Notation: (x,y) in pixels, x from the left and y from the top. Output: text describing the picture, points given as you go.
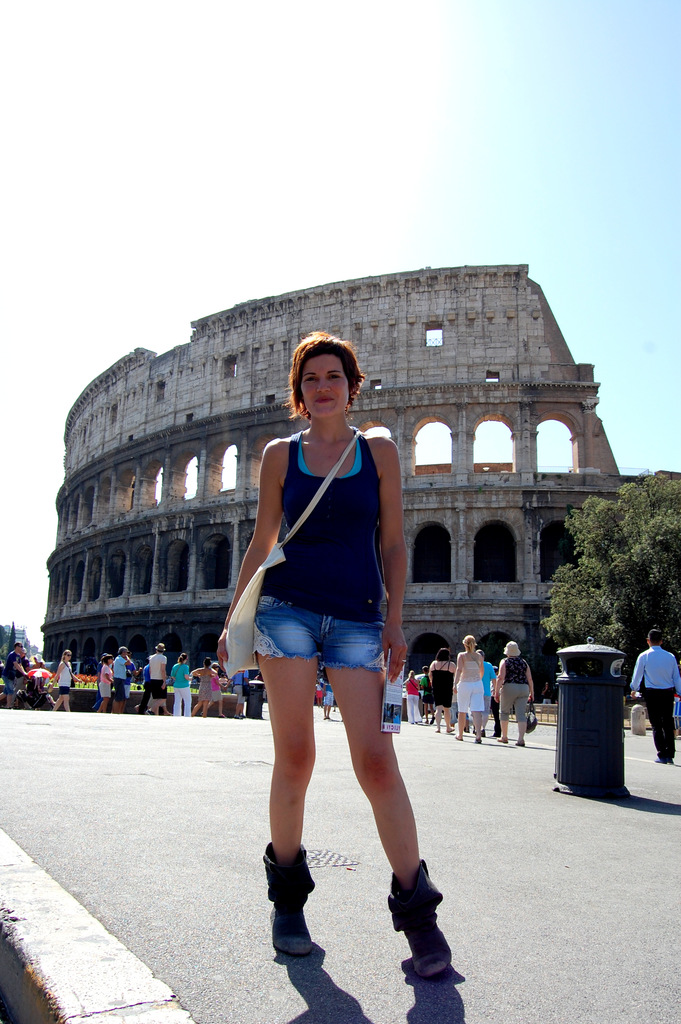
In this image, we can see a lady (294,726) who is standing on the road (324,994). Behind the lady (304,703) there are few people (497,719) and a building (121,581).
